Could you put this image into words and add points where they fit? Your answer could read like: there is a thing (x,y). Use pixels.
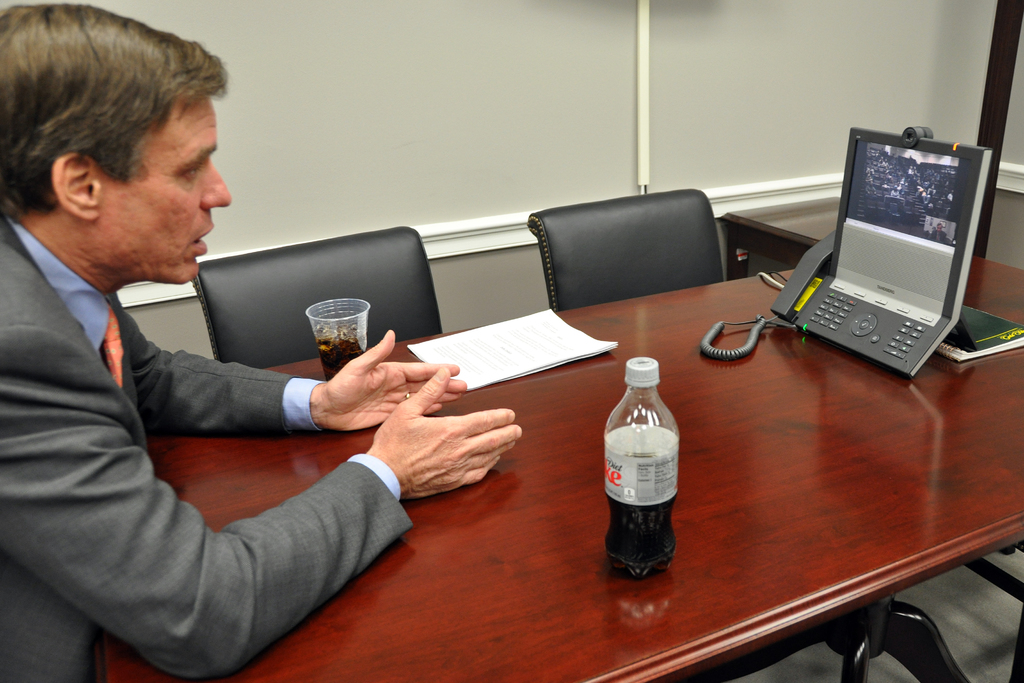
In this image, we can see a person (99,420) in front of the table (464,545). This table (516,562) contains telephone (840,298), bottle (612,480), glass (331,359) and paper (505,344). There are chairs (569,244) in front of the wall (619,101).
